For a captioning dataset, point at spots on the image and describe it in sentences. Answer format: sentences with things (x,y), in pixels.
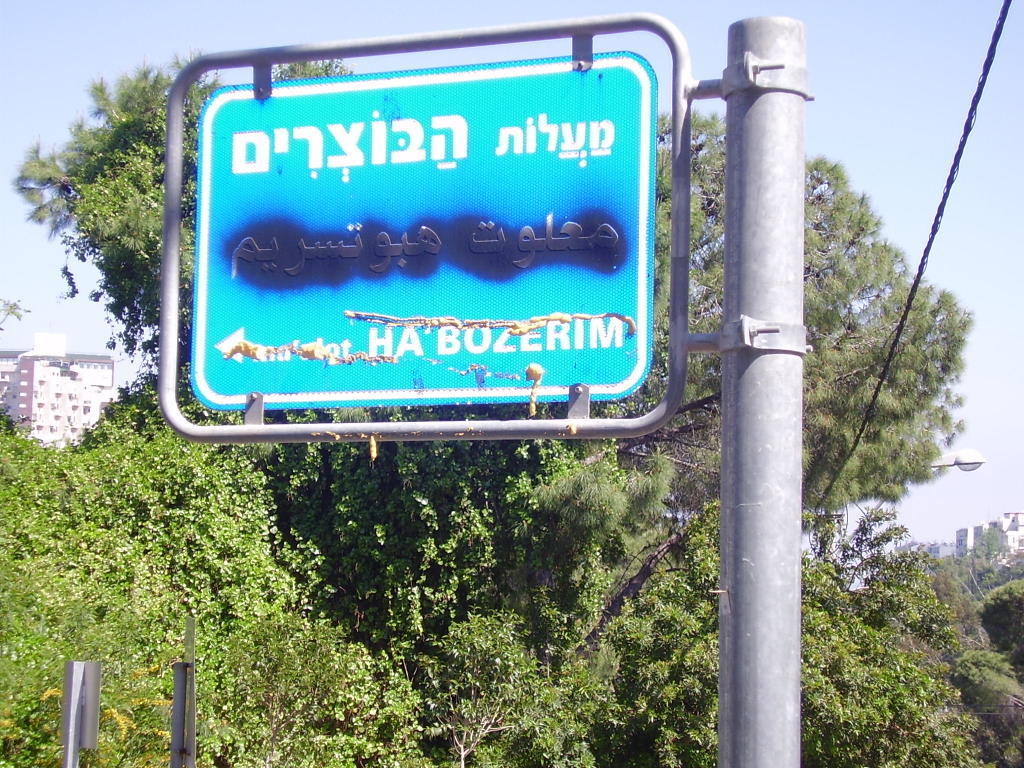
In this image we can see many trees (507,607). There is the sky (946,535) in the image. There are many buildings (952,552) at the either side of the image. There is a street light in the image. There is cable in the image. There are few boards (80,722) in the image.
